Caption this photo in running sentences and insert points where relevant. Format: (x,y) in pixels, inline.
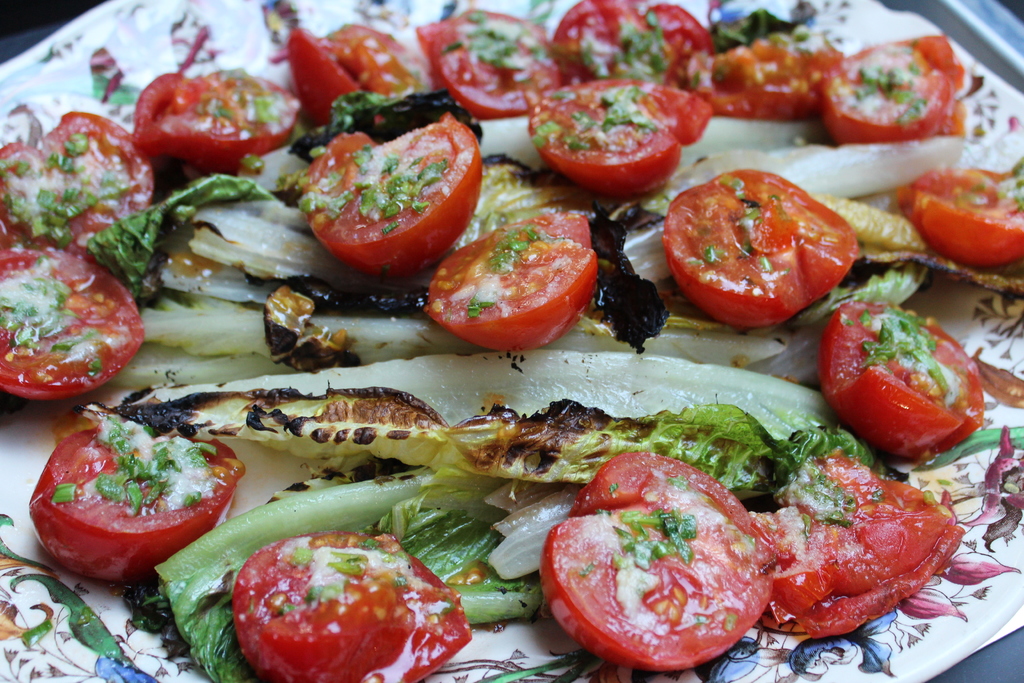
In this picture we see a plate (867,21) of salad (661,471) made of tomatoes (350,223), cabbage (395,323) and other vegetables (379,354).
